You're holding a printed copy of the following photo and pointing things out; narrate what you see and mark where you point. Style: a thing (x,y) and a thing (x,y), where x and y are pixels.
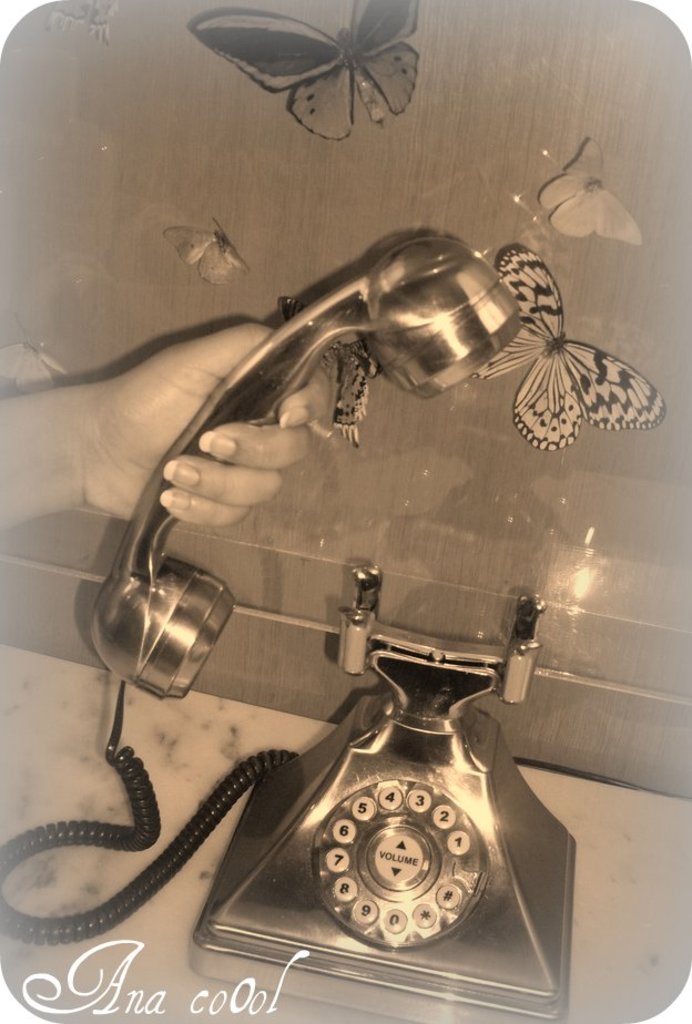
In this image we can see there is a telephone (412,798) and a person (99,472) holding it. In the background (293,526) there are butterflies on the wall (570,668). At the bottom of the image (84,1008) there is some text (70,1011).
